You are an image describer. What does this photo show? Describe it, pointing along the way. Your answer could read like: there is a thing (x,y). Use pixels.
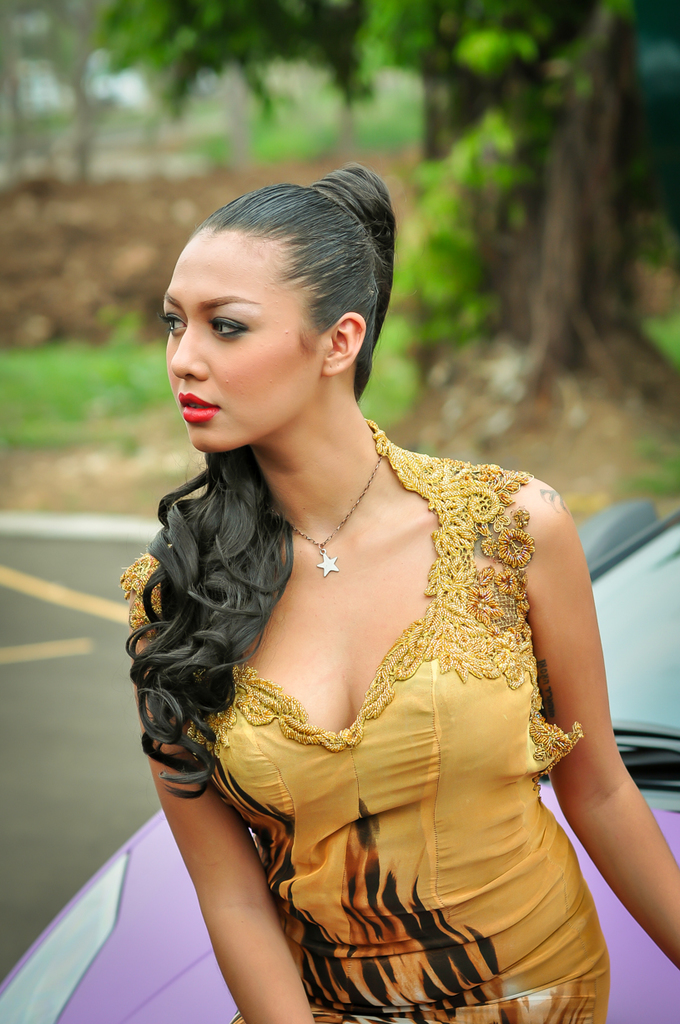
In this image we can see a lady (285,815) sitting on a car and she wore a gold color dress (474,828) and a star pendant neck piece (324,561).
